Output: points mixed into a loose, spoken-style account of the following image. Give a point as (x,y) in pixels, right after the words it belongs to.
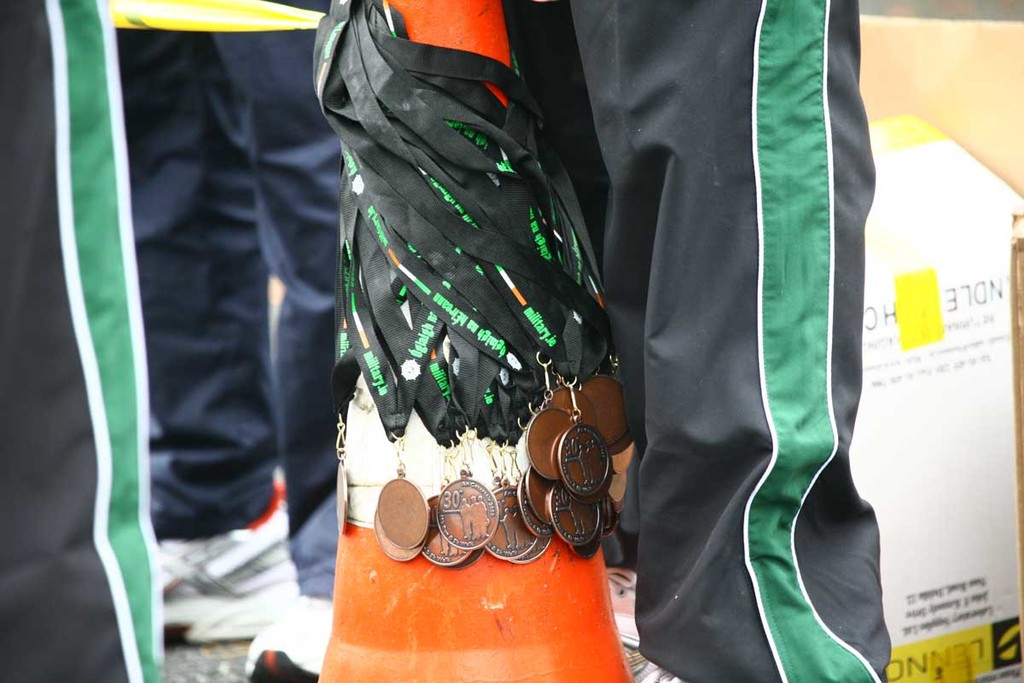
In this image we can see some medals (529,500), there is a board (976,387) with some text (906,617) on it, also we can see legs (734,467) of people (700,480).
